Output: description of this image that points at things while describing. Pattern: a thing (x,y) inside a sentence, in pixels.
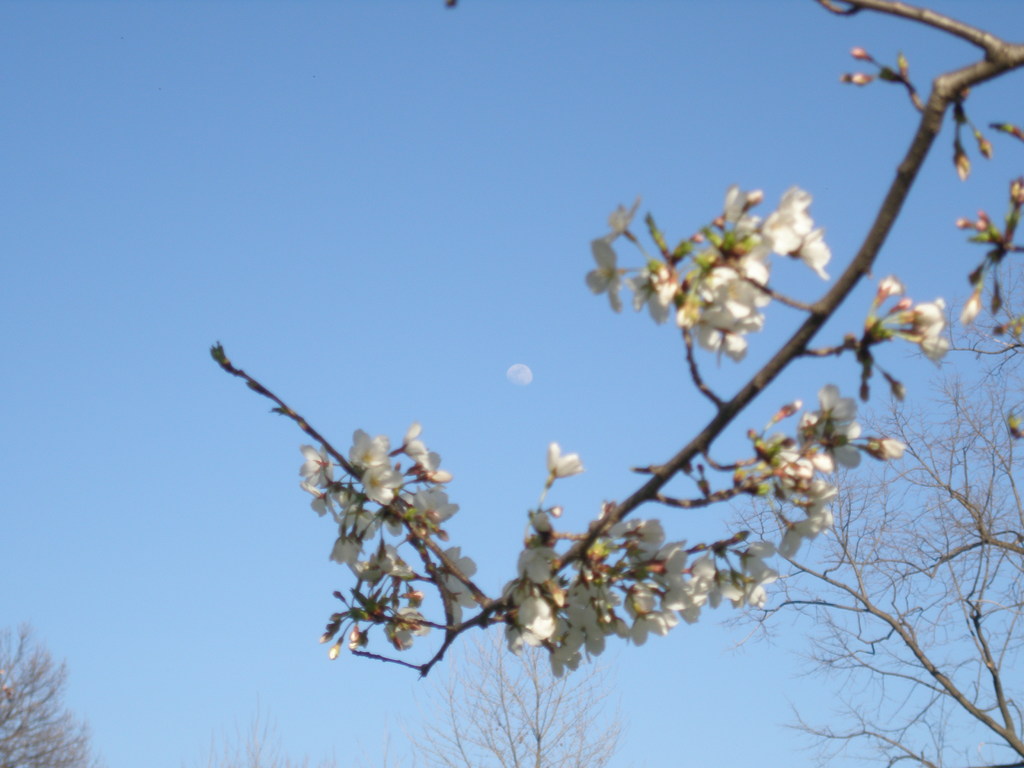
In the foreground of the picture (334,616) there are flowers (547,559) and stem (589,537). In the center of the picture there are trees (12,719). In the background (421,159) it is sky (525,398). In the center of the sky (522,399) there is an object (525,376).
